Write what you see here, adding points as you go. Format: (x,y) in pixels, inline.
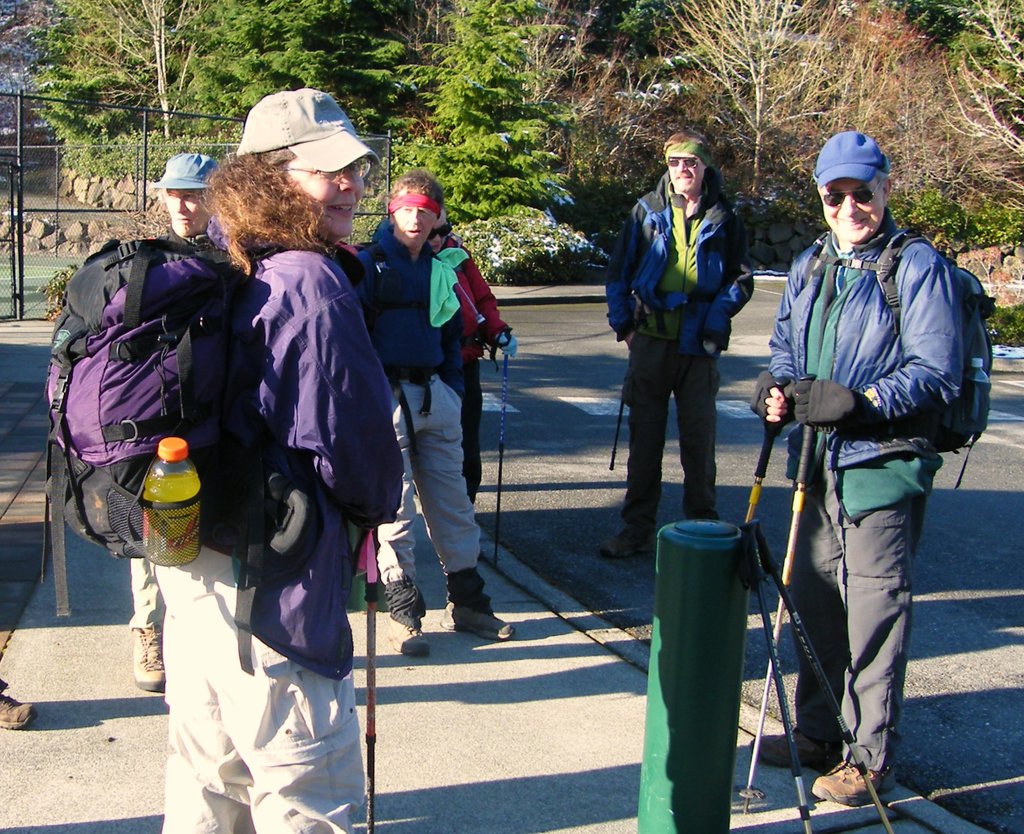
Here we can see a group of people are standing on the road (562,564), and here is the travelling bag (160,366), and at back (457,54) here are the trees (740,23).
